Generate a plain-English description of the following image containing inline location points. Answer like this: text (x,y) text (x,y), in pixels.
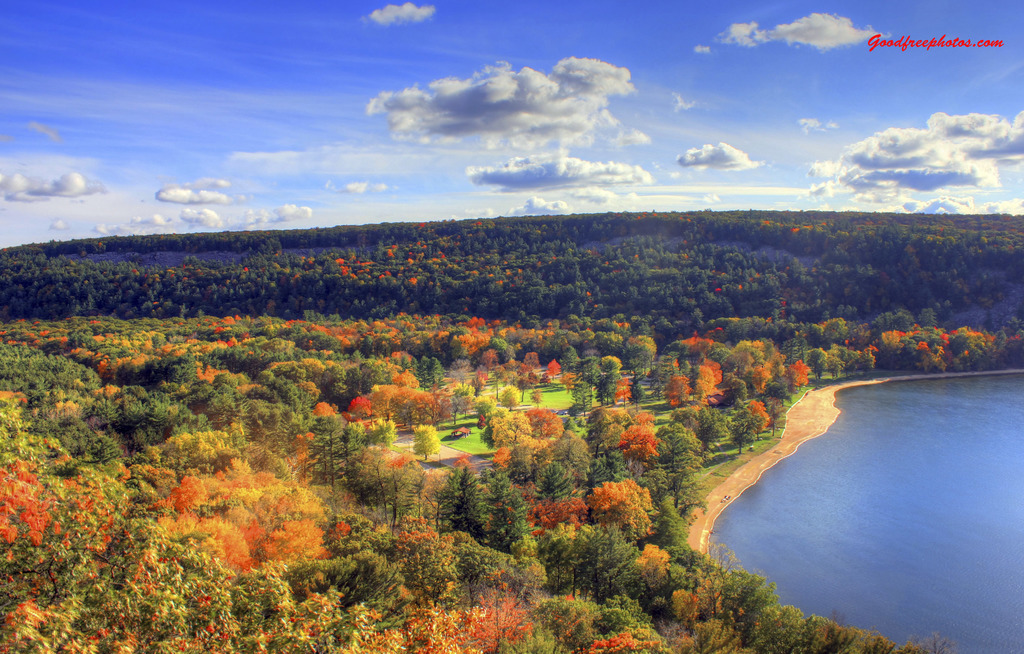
In this picture, we can see water (863,519), trees (769,626) and a cloudy sky (467,88). On the image there is a watermark (927,45).
